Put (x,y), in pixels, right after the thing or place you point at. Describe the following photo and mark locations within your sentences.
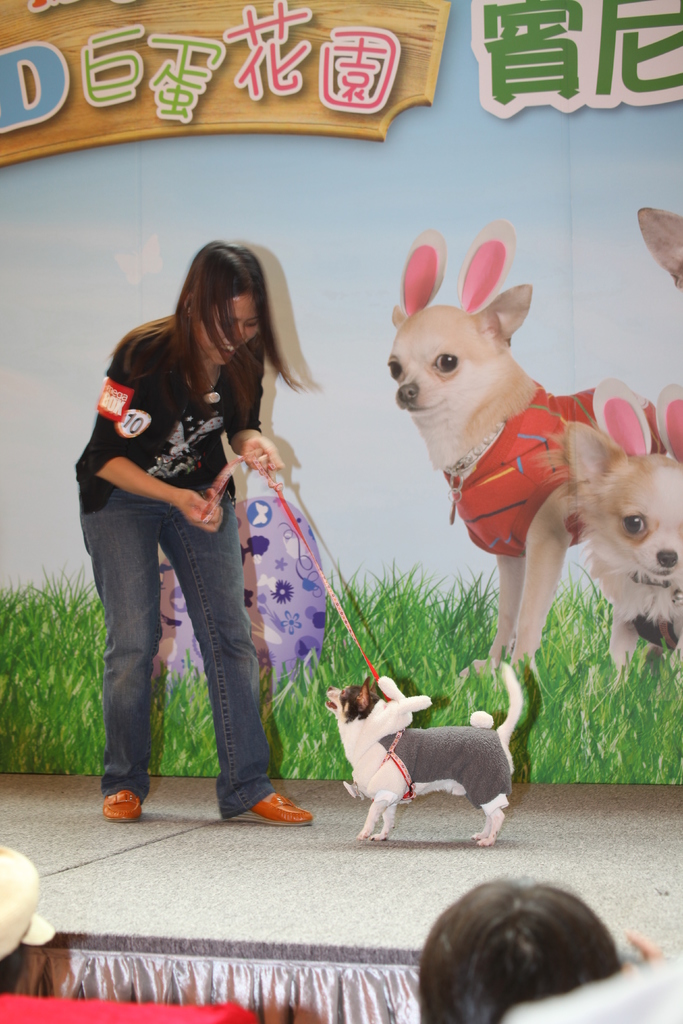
In this image I can see a woman (199,520) standing and smiling and holding a rope (257,465) which is tied to a dog (398,791). I can also see there is a picture (374,164) of two dogs (515,479) in the background (441,437).
